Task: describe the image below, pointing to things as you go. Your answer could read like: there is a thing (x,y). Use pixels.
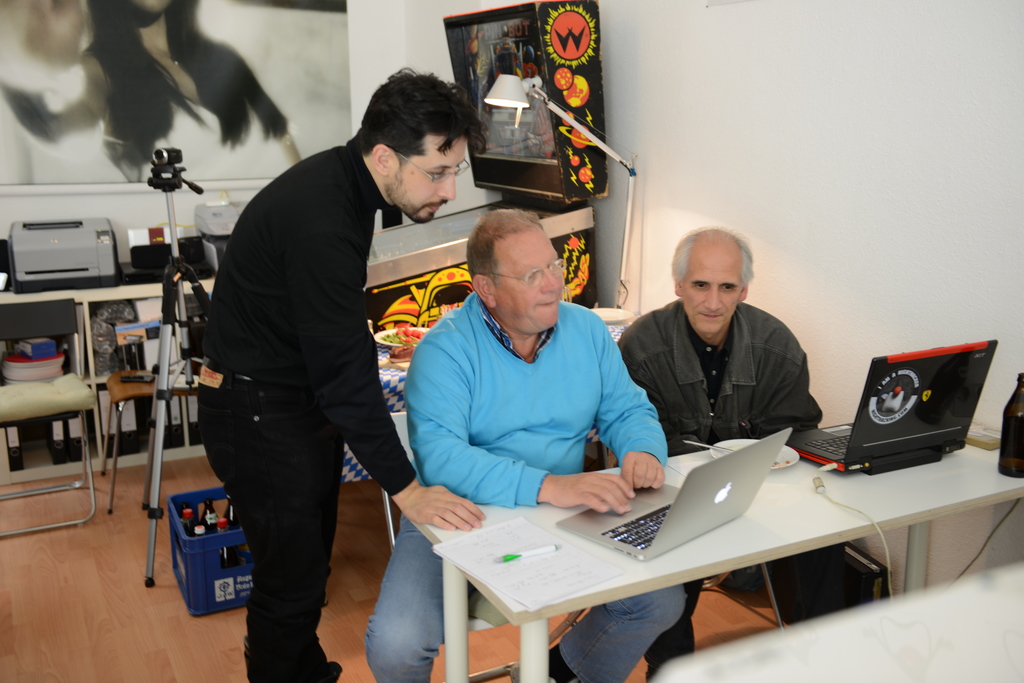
In this image i can see 2 persons (578,371) sitting on chairs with a laptops (720,473) in front of them, and a person (285,314) standing beside them. In the background (160,164) i can see a camera (179,163), a wall (33,210), some electronic device (68,239) and a light (500,88).
